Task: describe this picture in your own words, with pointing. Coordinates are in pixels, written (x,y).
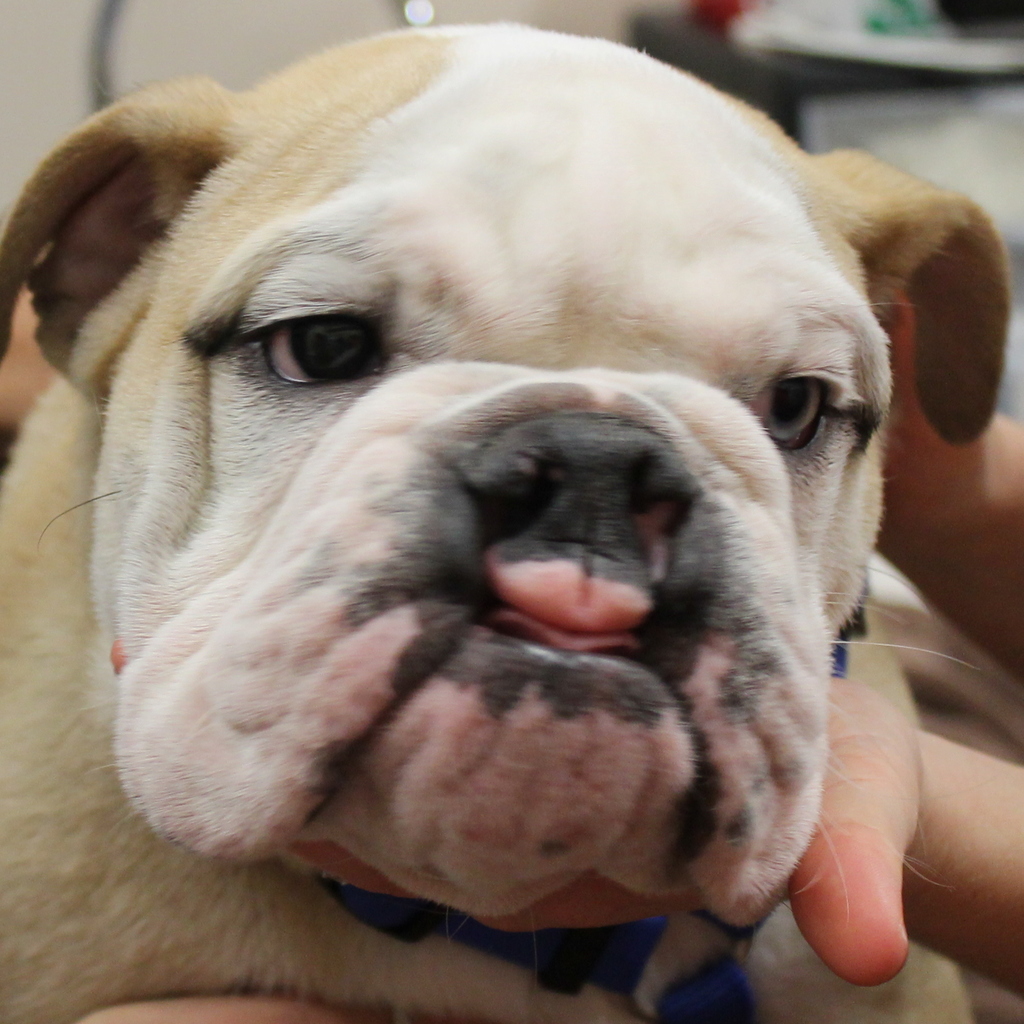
In this image we can see a person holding a dog (464,218) and the background (902,58) it looks like the wall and there is a stand (863,80) with some objects (887,52) on it.
